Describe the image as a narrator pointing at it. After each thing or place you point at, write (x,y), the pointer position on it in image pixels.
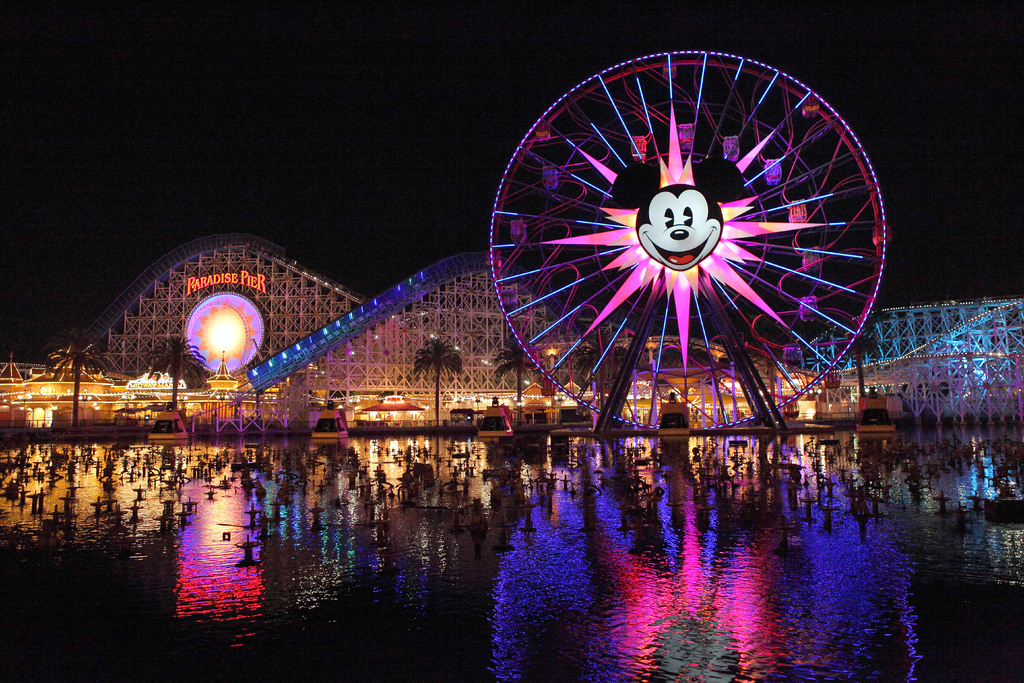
In the center of the image (613,402) we can see one giant wheel (638,242). On the giant wheel (651,256), we can see one mickey mouse face (699,237). And we can see hill shaped structures (202,267), tents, lights (487,360), water (768,481), trees (511,353) and a few other objects (56,402).
